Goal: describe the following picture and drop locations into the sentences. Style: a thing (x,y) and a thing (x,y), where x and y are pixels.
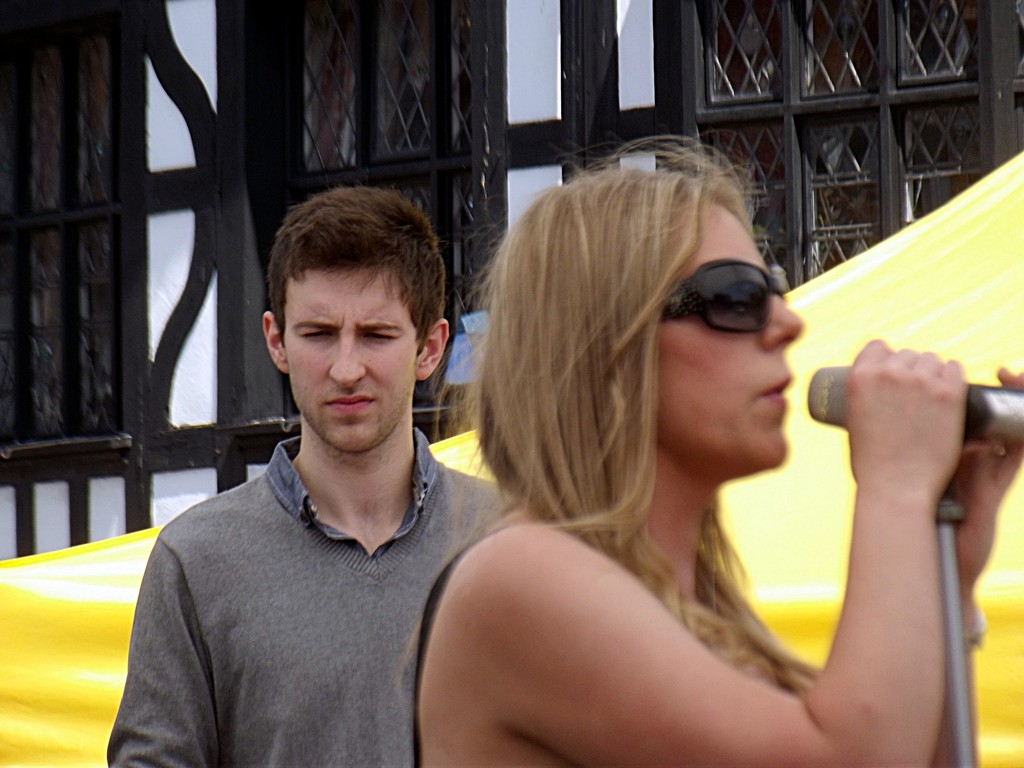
In this picture we can see a man (419,336) and woman (705,377), she wore spectacles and she is holding a microphone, behind them we can see few metal rods (602,137).
